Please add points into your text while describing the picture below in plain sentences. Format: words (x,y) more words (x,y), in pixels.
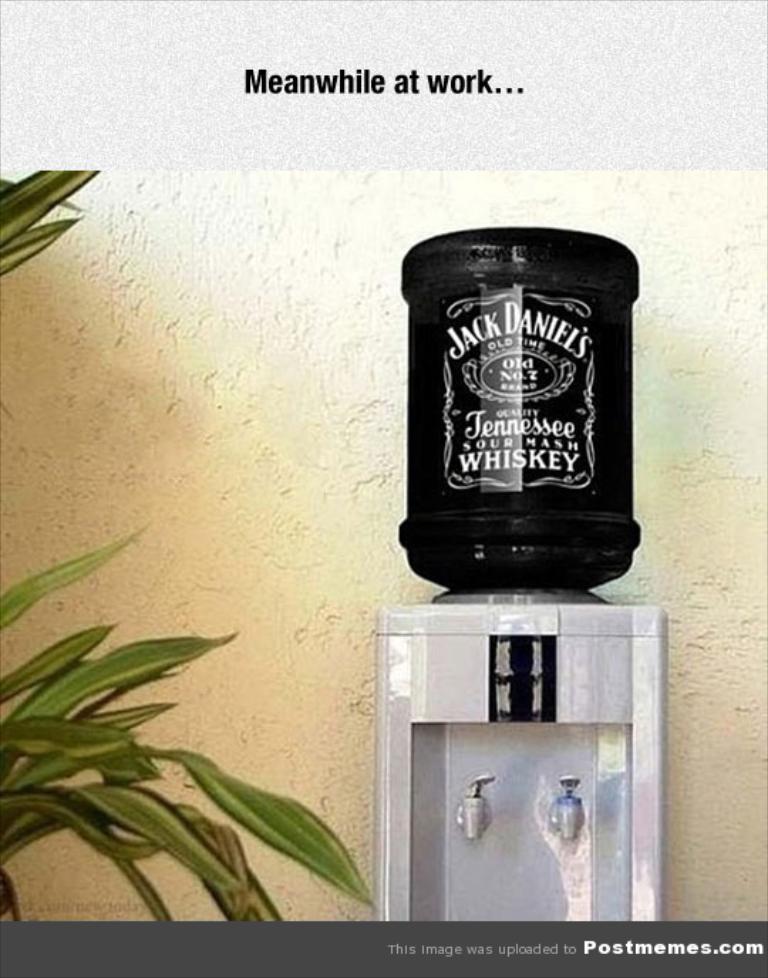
In this picture we can see a bottle (506,441) on the water filter (520,720), beside to it we can find a plant (73,703).
